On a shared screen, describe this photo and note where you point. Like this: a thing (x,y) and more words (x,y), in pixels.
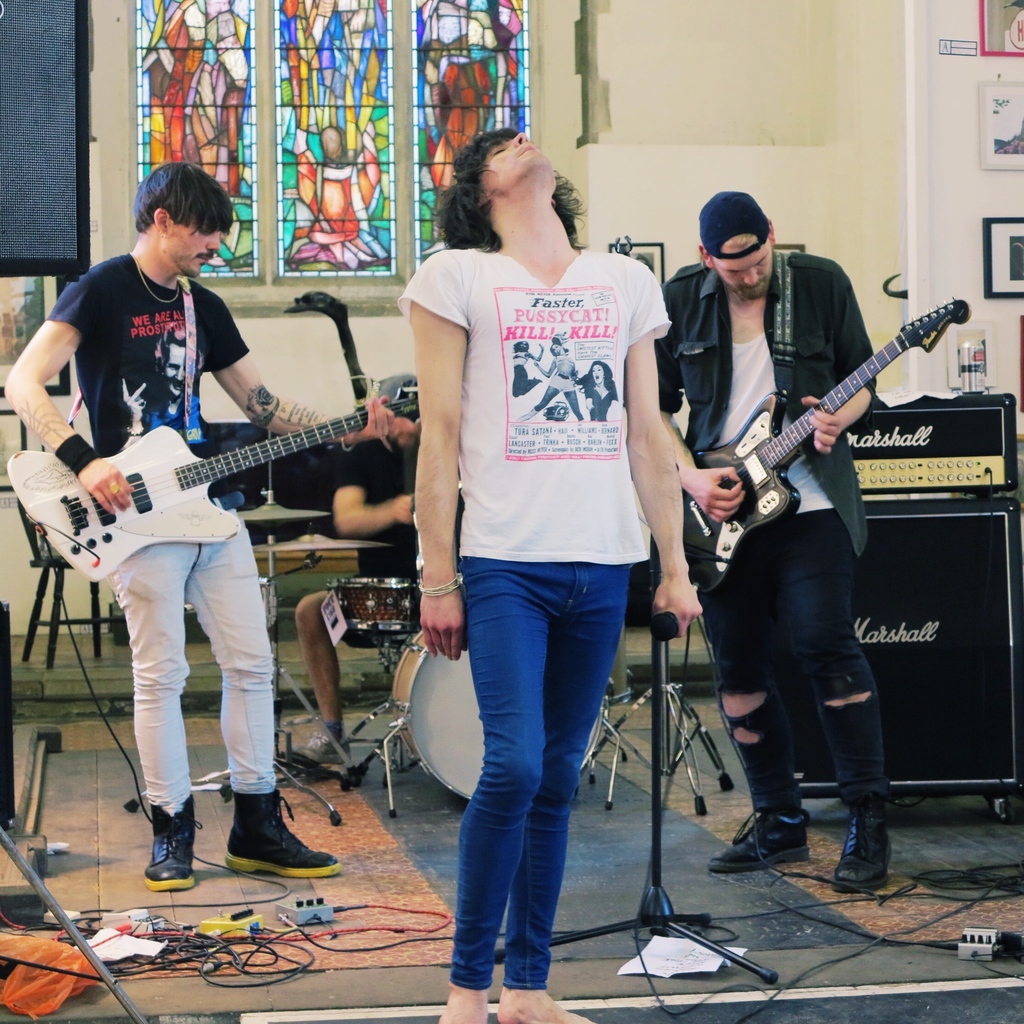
In this image the person (571,594) is holding a mic (664,610). At the back side (375,499) three person (375,499) are playing a musical instruments (382,604).
